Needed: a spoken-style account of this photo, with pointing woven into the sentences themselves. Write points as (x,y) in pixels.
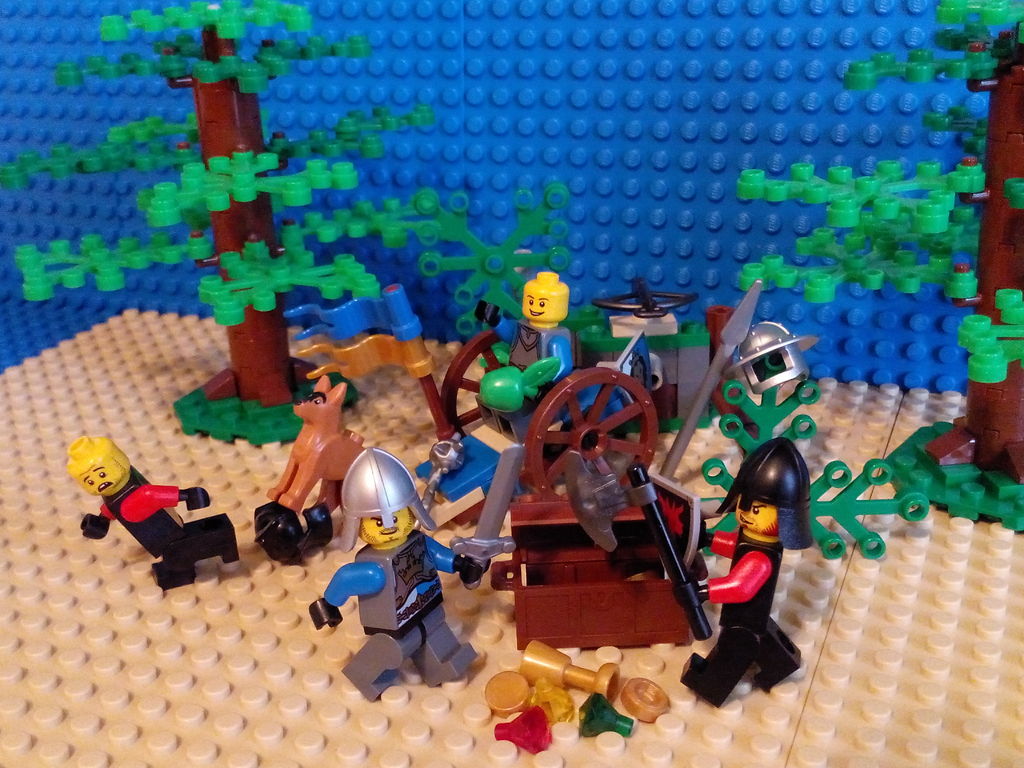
In this image, we can see few toys (434,549). Here we can see wheels (543,414) and weapons (570,470).
